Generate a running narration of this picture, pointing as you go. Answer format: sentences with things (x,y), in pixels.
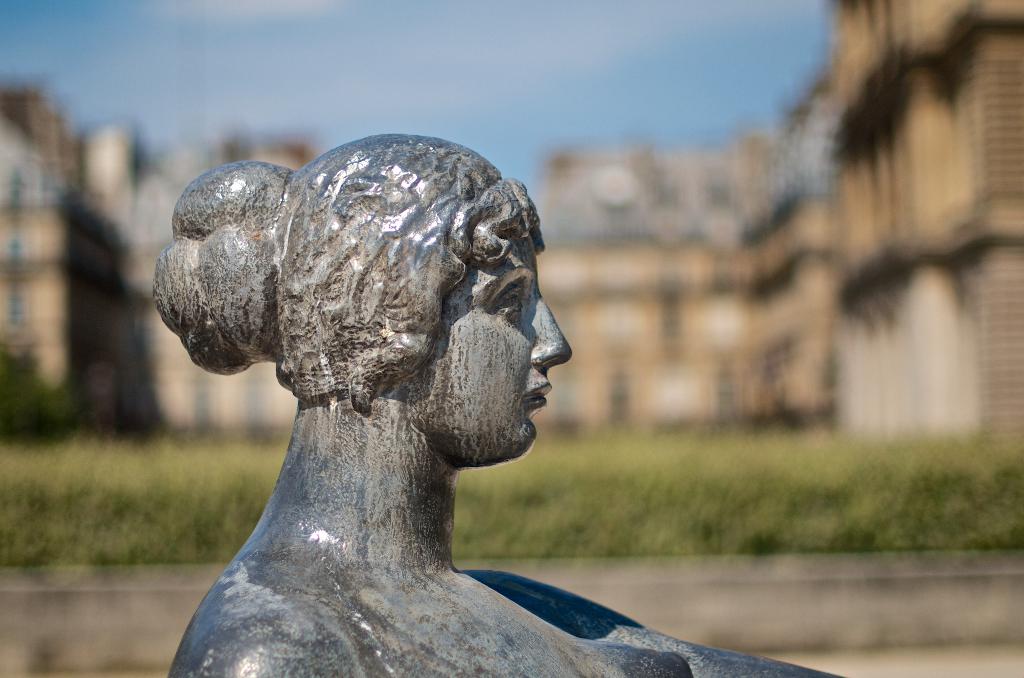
In this image, we can see the statue (636,638) of a lady (443,673) and behind the statue (428,554) there are some buildings (627,326) and there is also some grass (679,478) and there is a sky (233,55) which is blue in color.
